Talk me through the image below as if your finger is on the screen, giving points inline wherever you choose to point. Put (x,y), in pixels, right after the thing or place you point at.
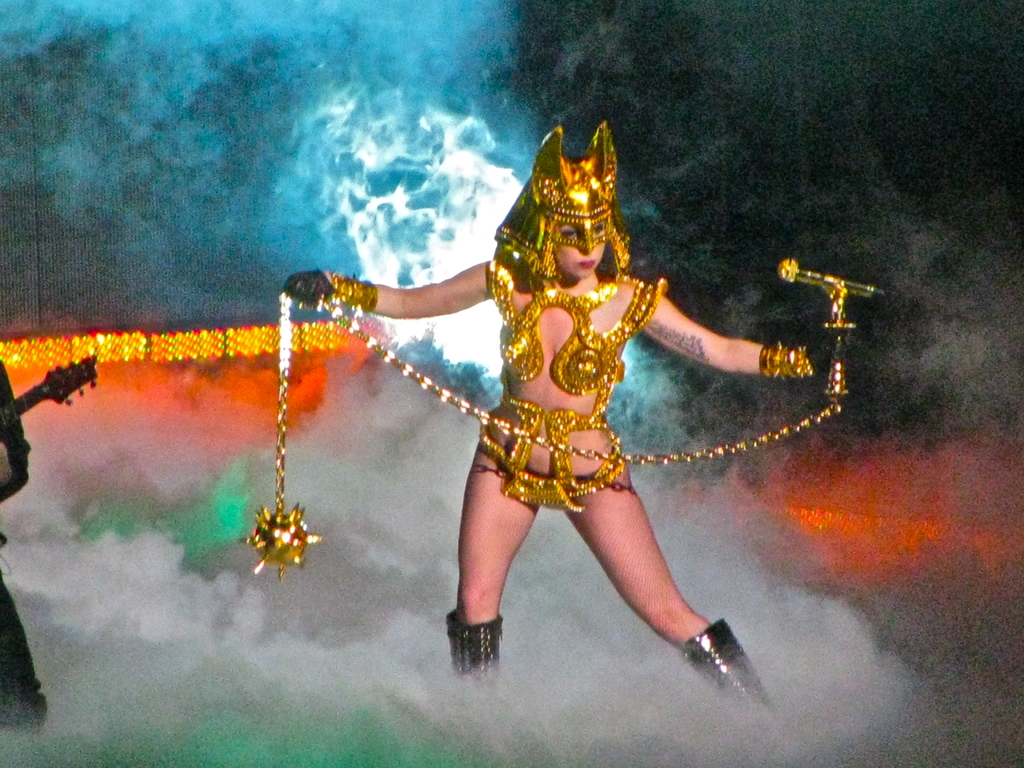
In this image there is a woman (523,439) holding the chain (768,435) with mike (852,288) in one hand (821,352) and a ball (285,520) on the other hand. Beside her there is another person (2,645) holding the guitar (27,392). On the floor (406,657) there is smoke (266,591).
